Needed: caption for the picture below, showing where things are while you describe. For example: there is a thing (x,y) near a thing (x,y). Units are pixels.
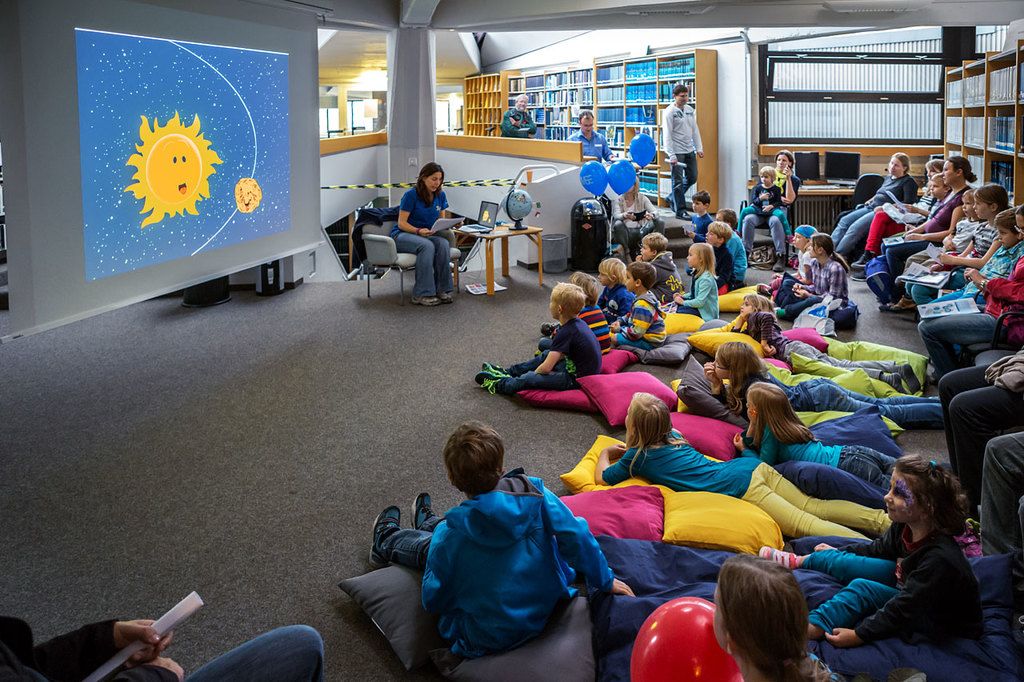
In this picture we can see a group of people (422,278) some are sitting on chairs (452,246) some are standing and some are lying on floor (566,436) and some are sitting on pillows (594,377) and in background (408,52) we can see pillars (401,88), rack (473,90), screen (233,97), laptop (495,220), globe (521,222).
